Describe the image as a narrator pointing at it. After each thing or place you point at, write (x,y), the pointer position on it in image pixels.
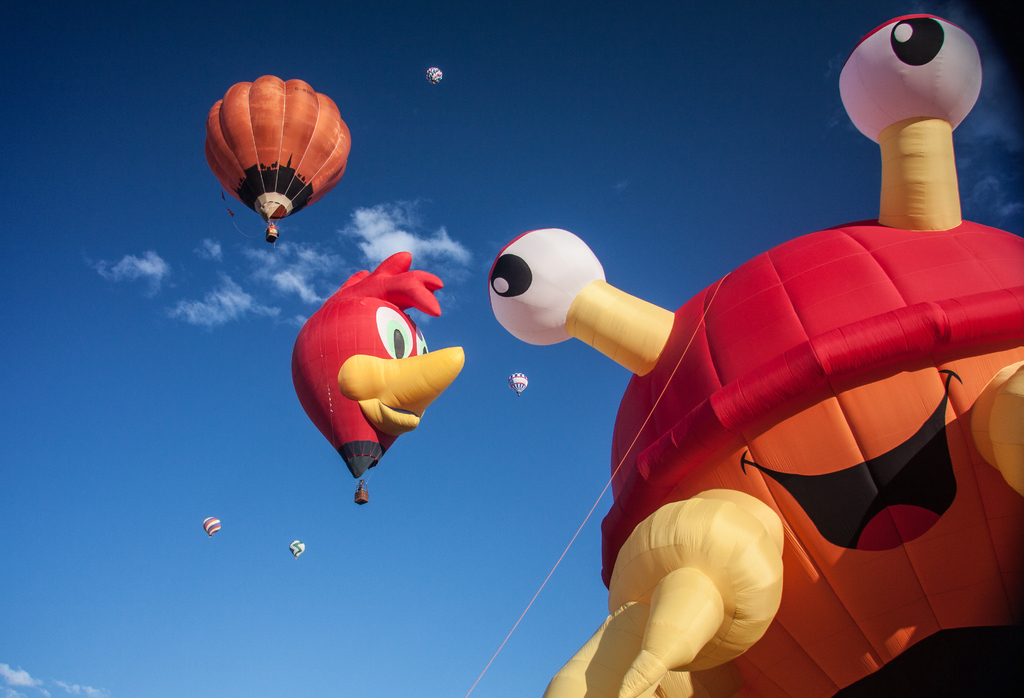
In the picture I can see hot air balloons (412,388). In the background (589,453) I can see the sky (290,463).
